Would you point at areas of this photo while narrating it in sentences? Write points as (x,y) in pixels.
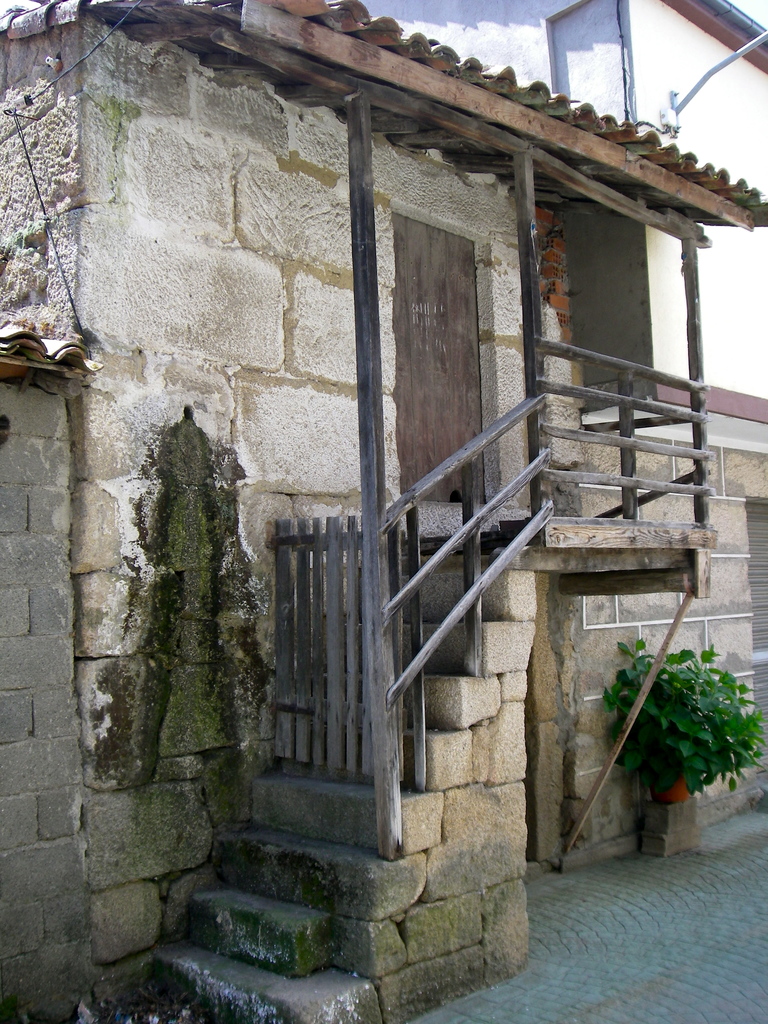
In this image I can see in the middle (373,638) there is the staircase (337,814) and it looks like a house (365,409). On the right side (696,741) there are plants (696,741).
